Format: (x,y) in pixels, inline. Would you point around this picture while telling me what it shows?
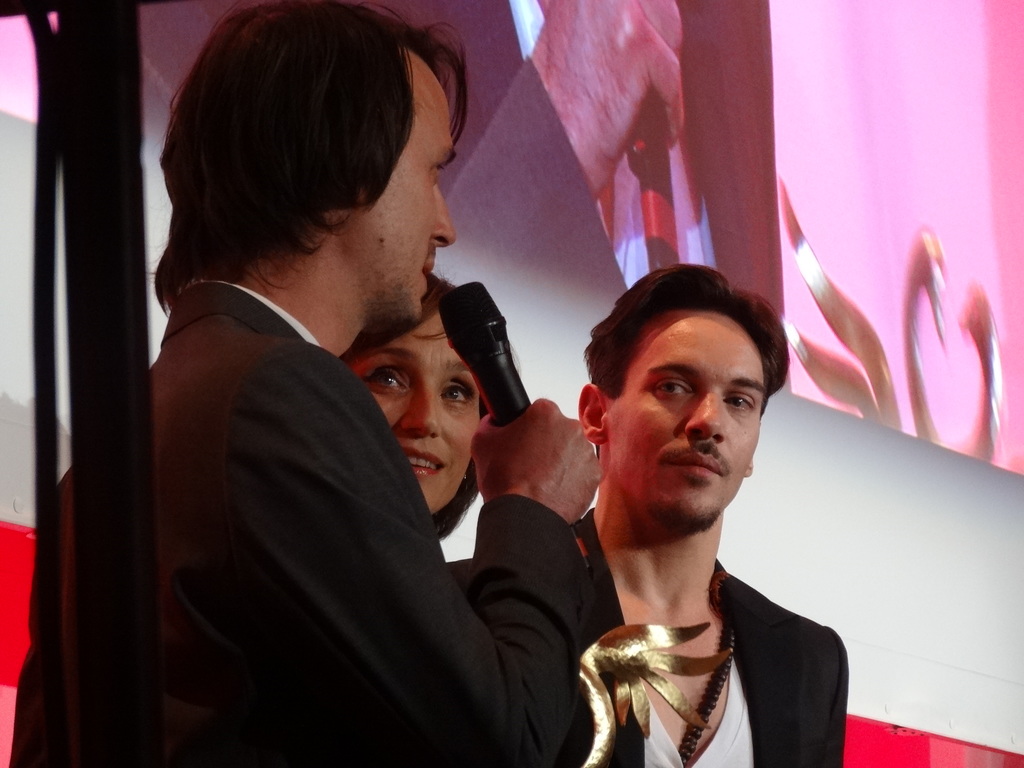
In this image, we can see people (511,531) standing and are wearing coats (360,486), one of them is holding a mic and an award (594,667). In the background (846,193), there is a stand (107,168) and we can see a screen (860,281) on the wall (901,616).
